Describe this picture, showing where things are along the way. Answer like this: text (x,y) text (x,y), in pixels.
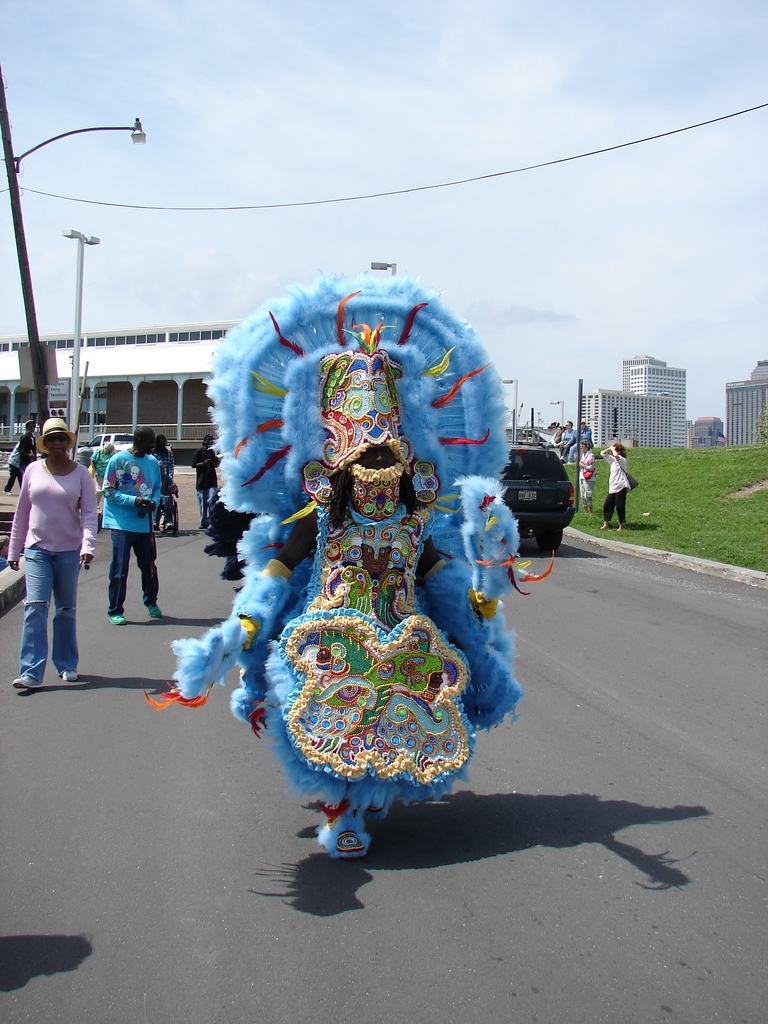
In the center of the image (335,642) we can see a person (387,581) in a costume (378,720) and there are people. We can see a car (559,529) on the road (551,591). In the background (119,377) there are buildings (119,365), boards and sky (643,50). There is a wire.
